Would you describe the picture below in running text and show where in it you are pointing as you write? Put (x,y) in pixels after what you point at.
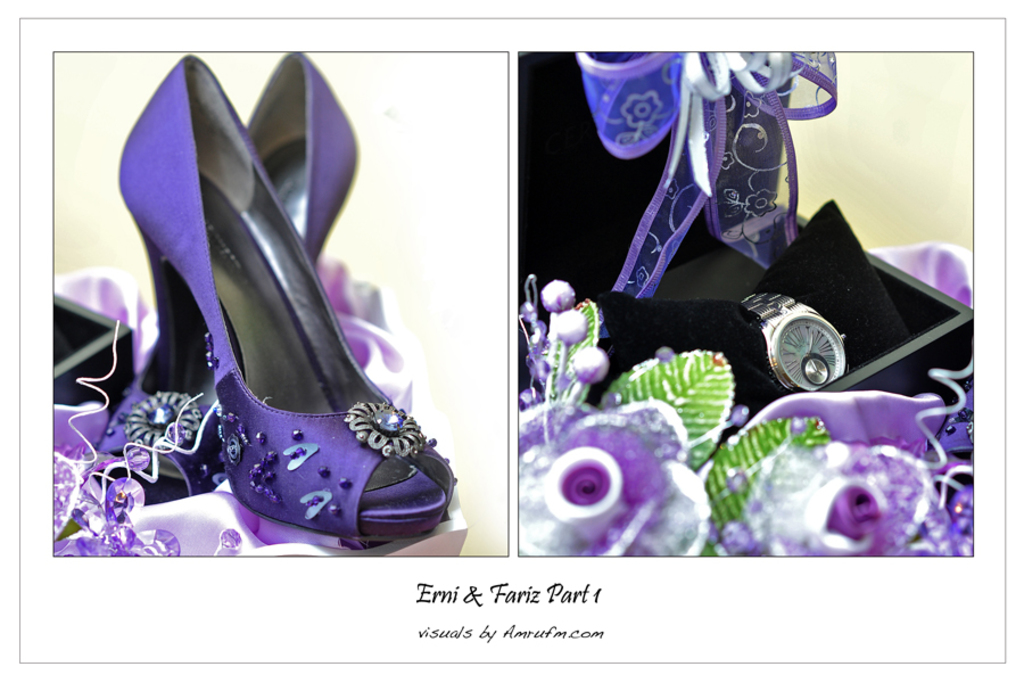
This is an edited image. This image is a collage of two images. On the left side (316,164), we see the cute shoes (264,111) of the woman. It is in purple color. Beside that, we see a black box (91,370). On the right side (772,344), we see a wrist watch (830,378) is placed in the black color box (723,307). Beside that, we see plastic flowers (783,426) which are in purple color. At the bottom of the picture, we see some text (495,627) written in black color.
